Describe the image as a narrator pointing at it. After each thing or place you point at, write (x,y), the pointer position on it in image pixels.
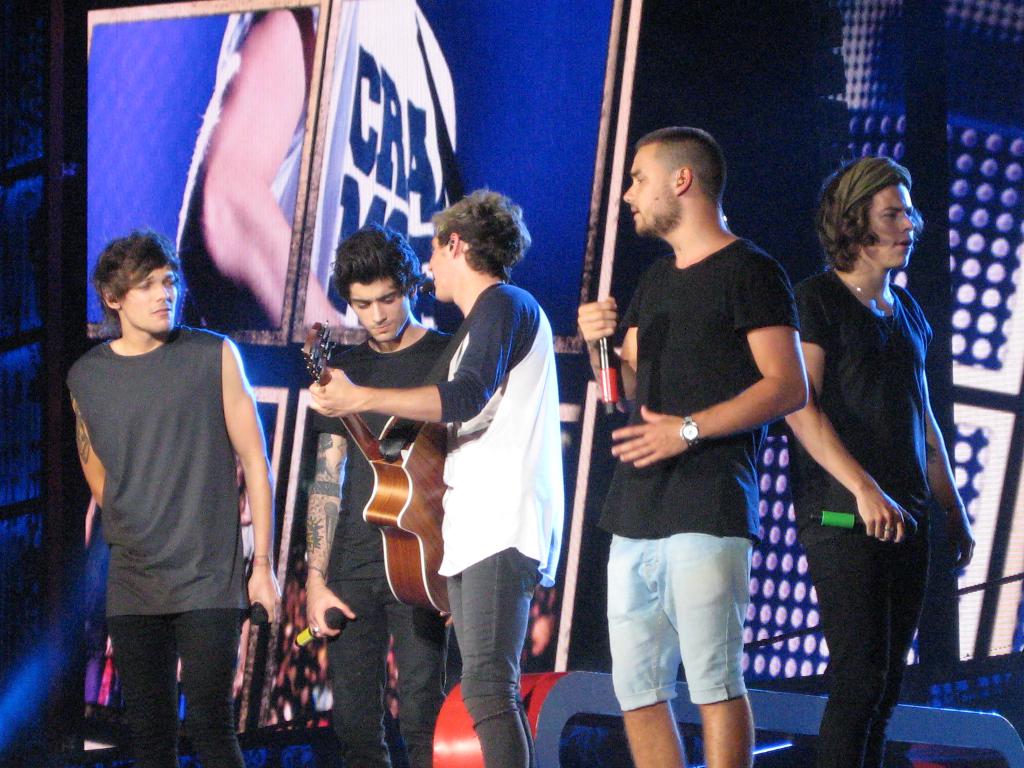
In this image I can see few persons (677,485) standing and wearing black colored dresses (841,356). I can see a person (469,390) is wearing white and black colored dress (486,398) is holding a musical instrument (443,465) in his hand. I can see other persons (621,403) are holding microphones (607,400) in their hands (632,431). In the background (424,308) I can see banners (419,160), screen (388,111) and few other objects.
